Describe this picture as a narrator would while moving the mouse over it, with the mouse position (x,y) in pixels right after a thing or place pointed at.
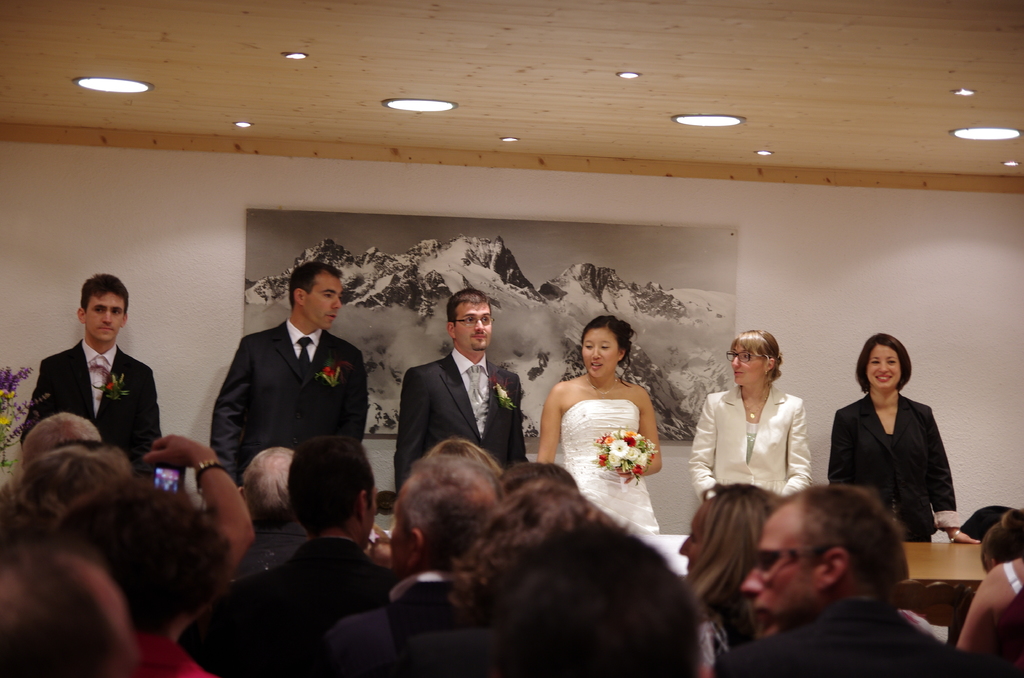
This image consists of many persons (709,608). In the front (577,489), the women (583,476) wearing white dress (612,426) is holding flowers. On the left (116,378), three men (410,439) are wearing suits (457,393). In the background (972,319), there is a wall (972,319) on which a frame (526,277) is fixed. At the top (671,47), there is a roof (470,149) along with the lights (760,153). At the bottom (418,601), there is a huge crowd (358,597).
